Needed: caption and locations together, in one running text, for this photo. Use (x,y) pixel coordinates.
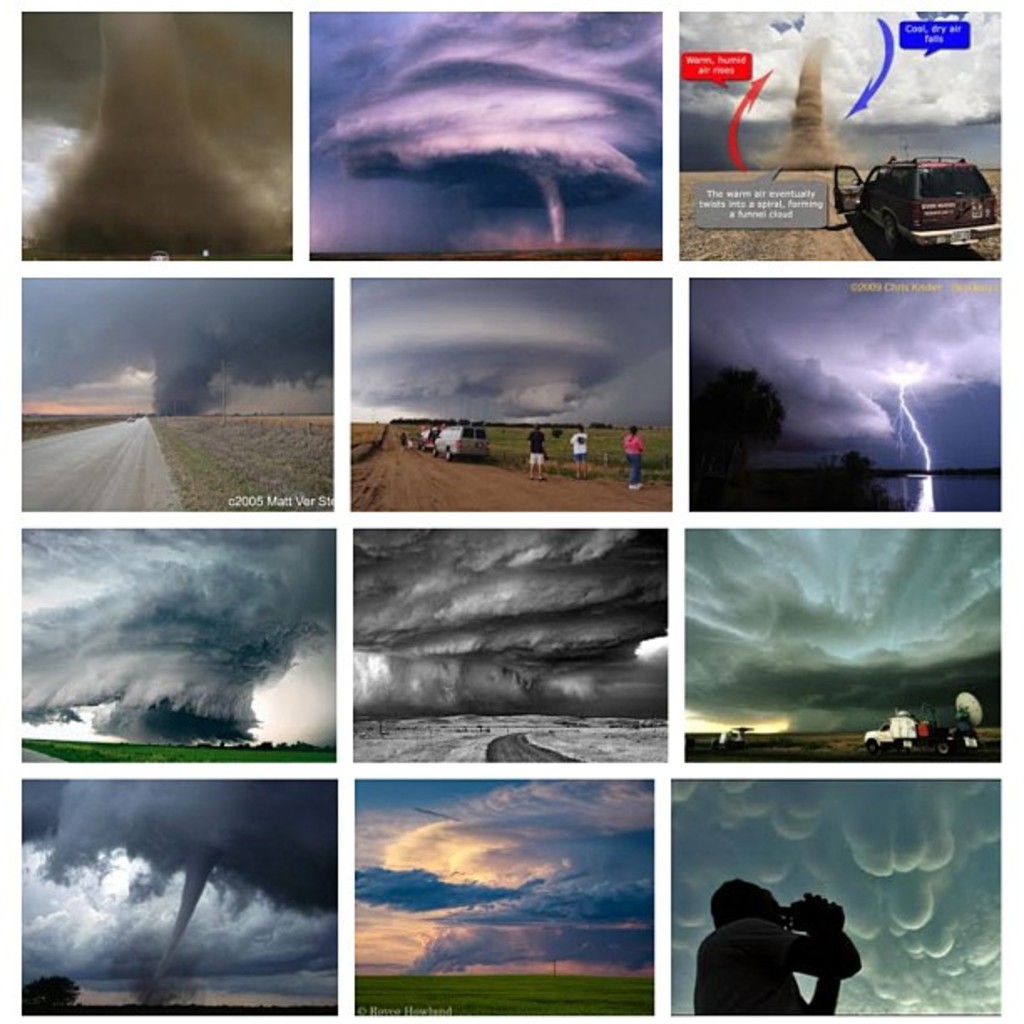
In the first row, first image and in the second image we can see a tornado (150,114). In the first row, third image we can see a vehicle (853,201) and a cloudy sky (908,152) and a tornado (804,122). In the second row, first image we a road (143,420), and a smoke (203,374). In the second row, second image we can see, there are people (532,442) standing wearing clothes (629,450), grass (605,441) and a vehicle (460,435). In the second row, third image we can see water (933,489), sky (897,386) and a thunder (904,390). In the third row, first image we can see grass (202,750) and smoke (169,641). In the third row, second image we can see smoke (526,621) and a path (509,746). In the third row, third image we can see cloudy sky (831,621) and a vehicle (912,722). In the fourth row, first image we tree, cloudy sky (82,919) and a tornado (193,903). In the fourth row, second image we can see grass (554,976) and a cloudy sky (530,867). In the fourth row, third image we can see cloudy sky (894,936) and a person (749,948).
